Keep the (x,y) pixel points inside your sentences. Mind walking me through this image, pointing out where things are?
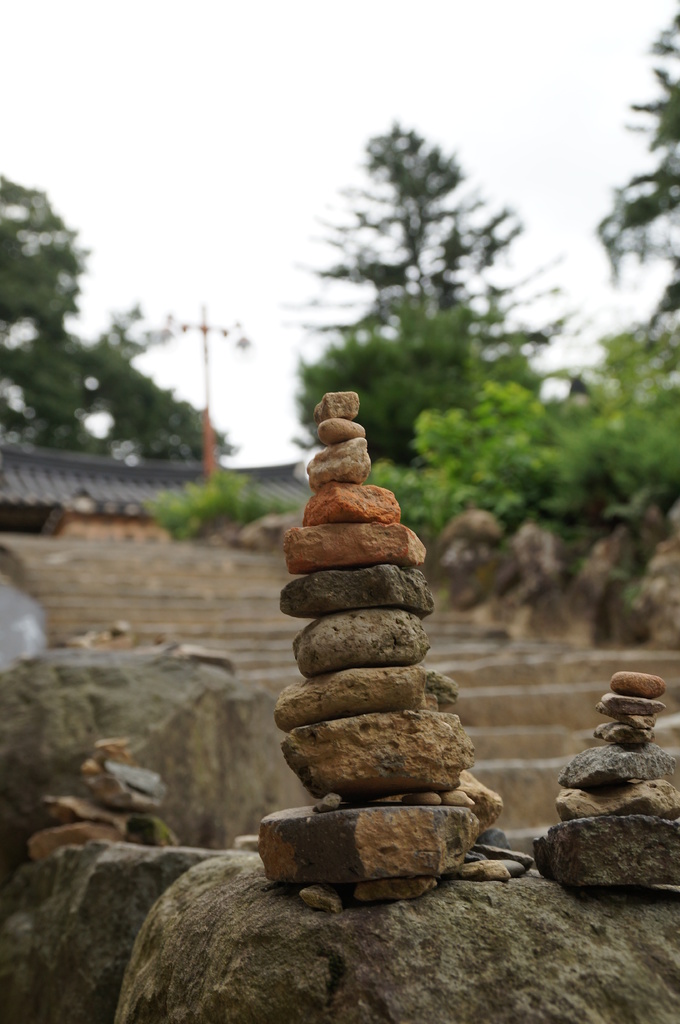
In the foreground (473,822) I can see stones (384,790), staircase (215,636) and rocks (603,544). In the background (388,421) I can see trees (361,421), houses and poles (205,403). On the top (246,142) I can see the sky (246,142). This image is taken during a day.
